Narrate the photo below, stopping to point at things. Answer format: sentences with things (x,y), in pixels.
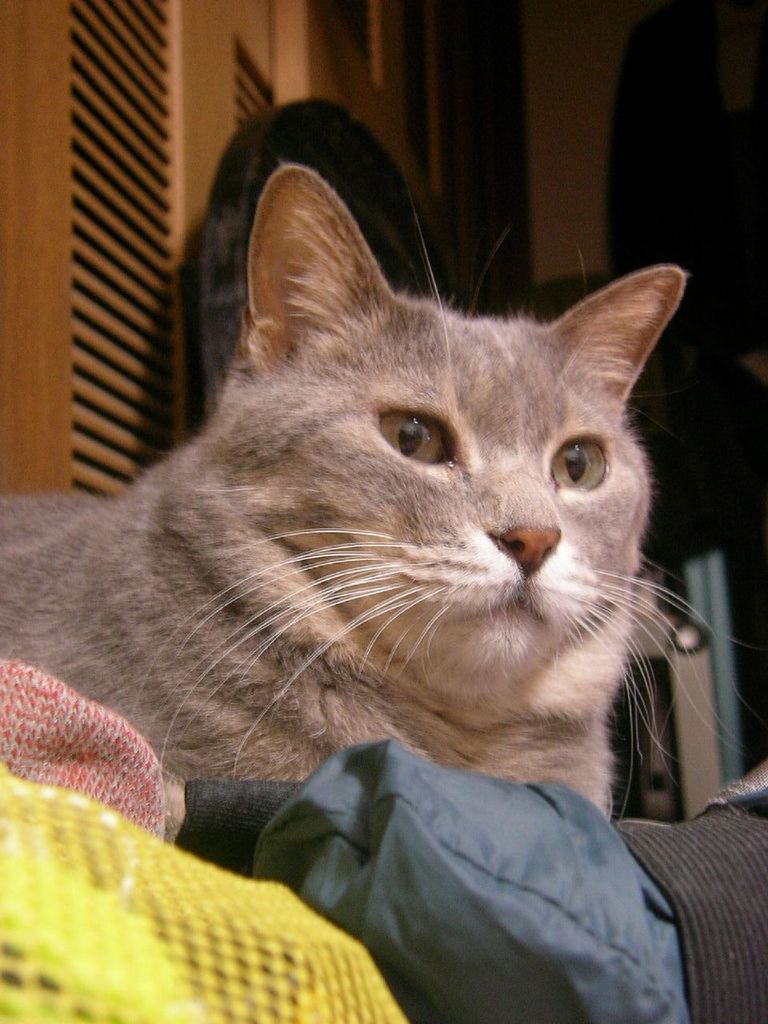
In this picture we can see a cat (442,625), clothes (17,791) and in the background (273,145) we can see some objects (626,220).
